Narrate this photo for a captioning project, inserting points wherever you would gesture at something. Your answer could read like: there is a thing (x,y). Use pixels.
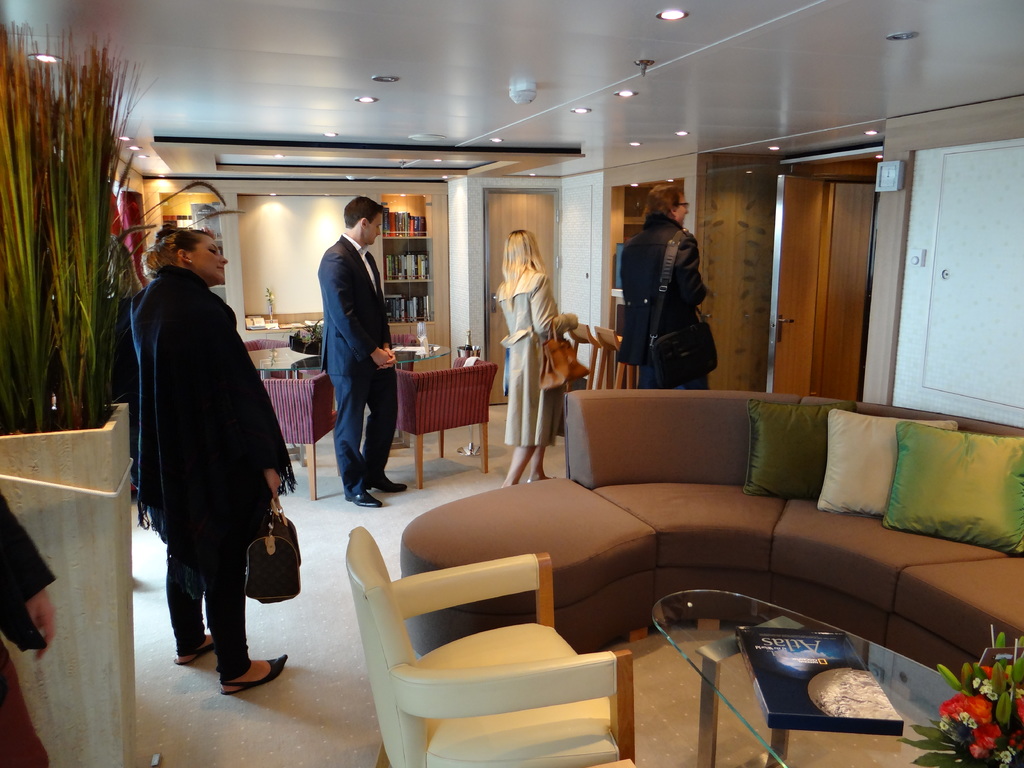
In this image i can see few people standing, a couch (651,472), a chair (558,630) and a table (737,689). On the table (889,670) i can see a book (842,660) and a flower vase (949,695). In the background (274,240) i can see a wall (282,260), a plant (78,384), the ceiling (312,134) and a bookshelf (384,249).
